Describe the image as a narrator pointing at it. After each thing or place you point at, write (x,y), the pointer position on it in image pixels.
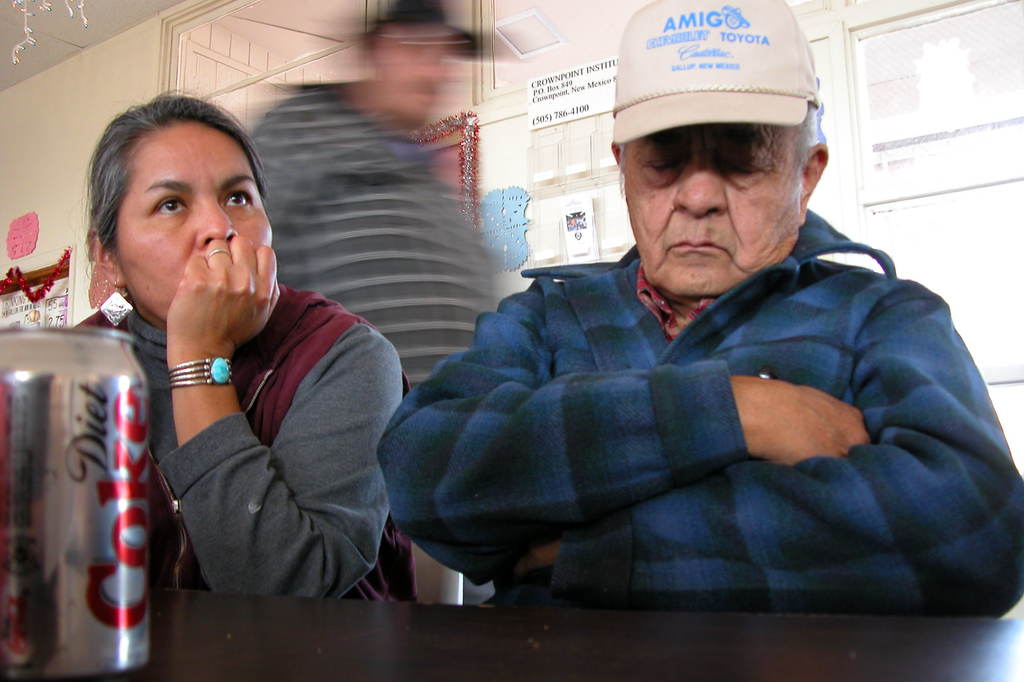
In this image there are two persons (460,456) sitting on their chairs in front of the table (224,607), on the table (180,601) there is a coke (144,509), behind them there is a person (372,224) standing. In the background (490,220) there are a few stickers (511,200), boards (567,236) with some text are hanging on the wall (70,196) and there is a decoration (464,163) on top of the door (445,190).
